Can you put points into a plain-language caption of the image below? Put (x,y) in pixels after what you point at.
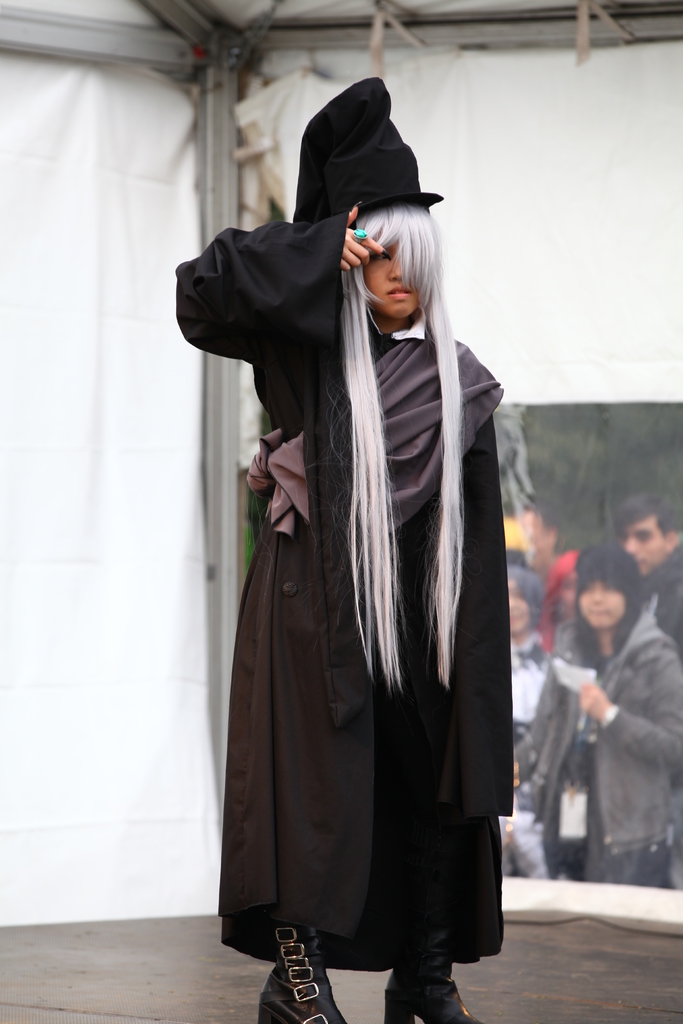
In the foreground (479,897) I can see a person (477,886) is standing on the stage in costume (381,795). In the background (659,780) I can see a group of people (542,751), trees (573,469) and a tent (93,138). This image is taken may be during a day.
